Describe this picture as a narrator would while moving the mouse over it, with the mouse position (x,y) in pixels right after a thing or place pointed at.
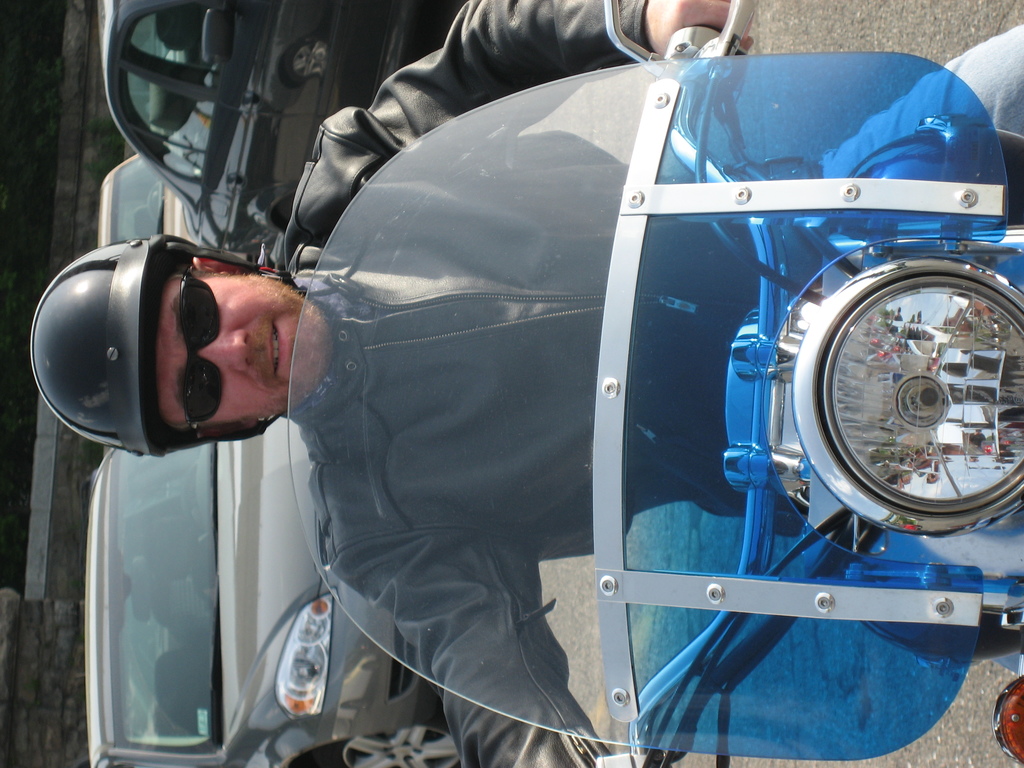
In this image I can see a person (565,395) wearing black jacket (499,210) and black helmet (134,313) is riding a motor bike (803,350). In the background (315,34) I can see few other vehicles (219,561).
